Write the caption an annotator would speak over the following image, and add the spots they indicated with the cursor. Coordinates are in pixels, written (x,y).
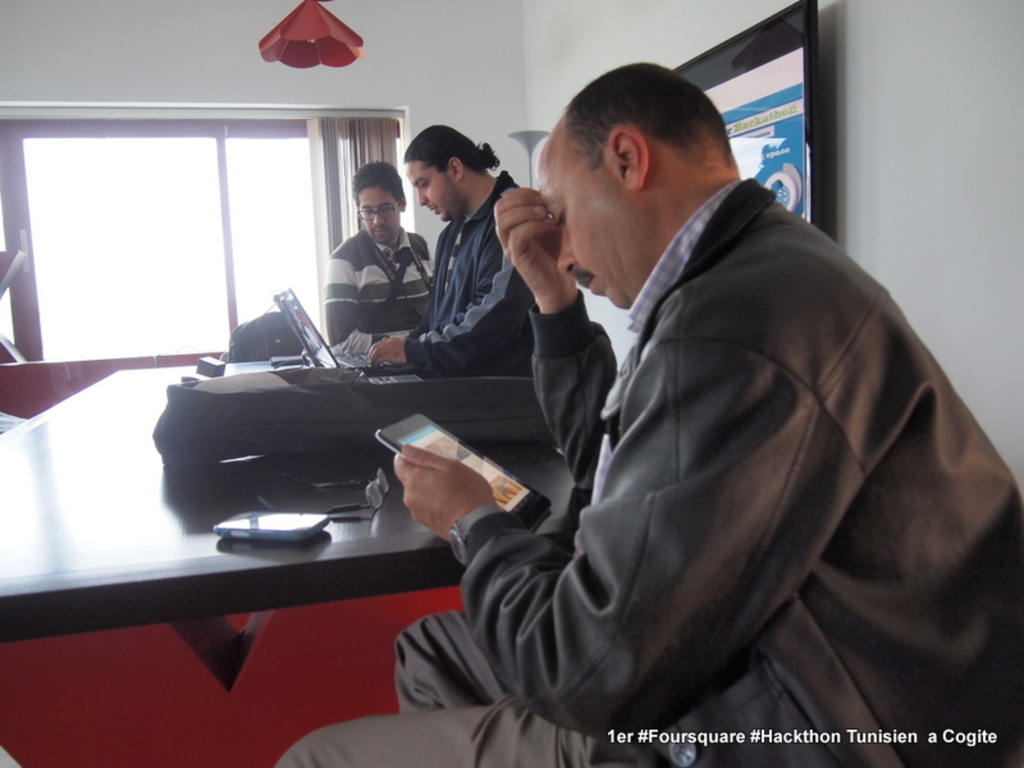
In this image, we can see a table (72,547), on that table (142,564) there is a mobile phone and a laptop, at the right side (703,500) there is a man (651,482) sitting and he is using mobile phone (397,453), in the background (454,60) there is a white color wall (123,85) and there is a window (169,230).
